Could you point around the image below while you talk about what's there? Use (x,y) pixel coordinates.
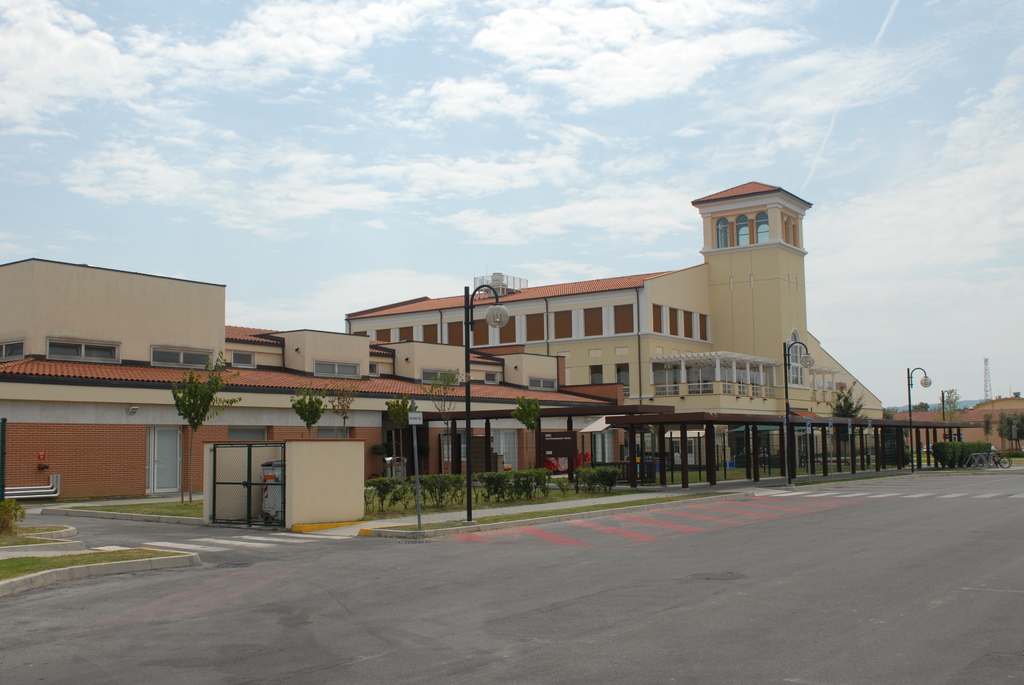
In this image there is the sky (433,73) towards the top of the image (433,73), there are clouds (591,94) in the sky (385,63), there are buildings (556,375), there is a door (150,440), there are plants (523,472), there is grass (488,504), there are poles (465,385), there are streetlights (499,309), there is road (699,609) towards the bottom of the image (736,592).
